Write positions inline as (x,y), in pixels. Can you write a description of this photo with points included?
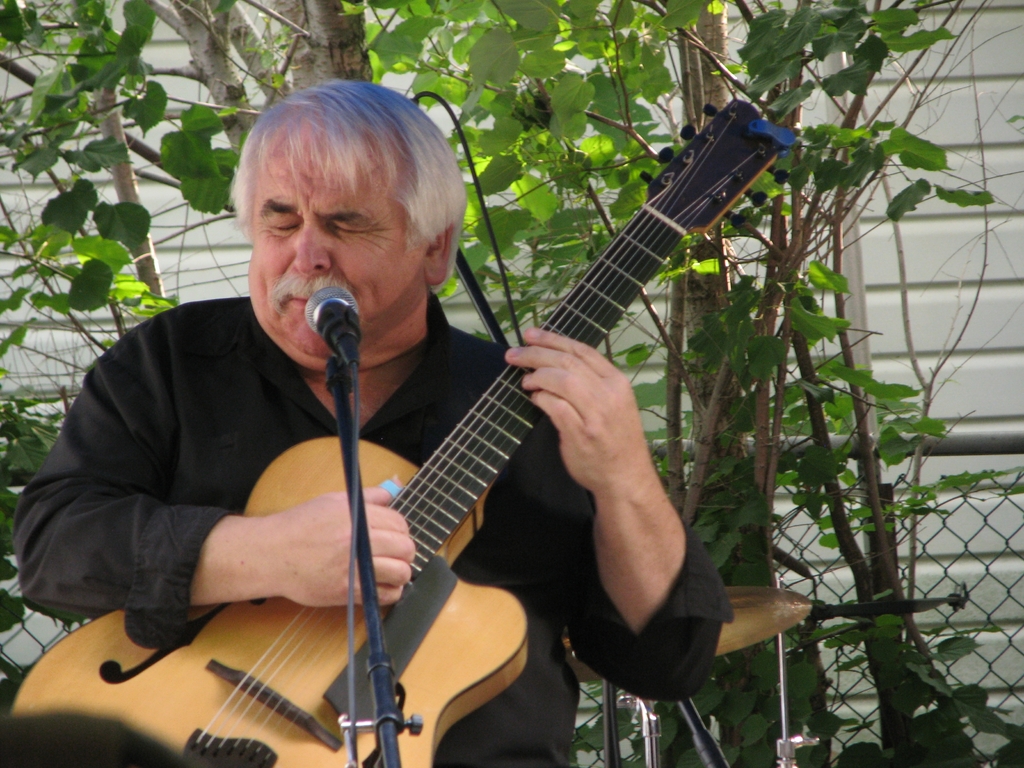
This person (251,390) sitting and playing guitar (381,610), in front of this person (301,384) there is a microphone (325,334) with stand (377,708). On the background (932,271) we can see wall (830,594), fence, rod (854,604), drum plate (767,599), tree (312,17).
